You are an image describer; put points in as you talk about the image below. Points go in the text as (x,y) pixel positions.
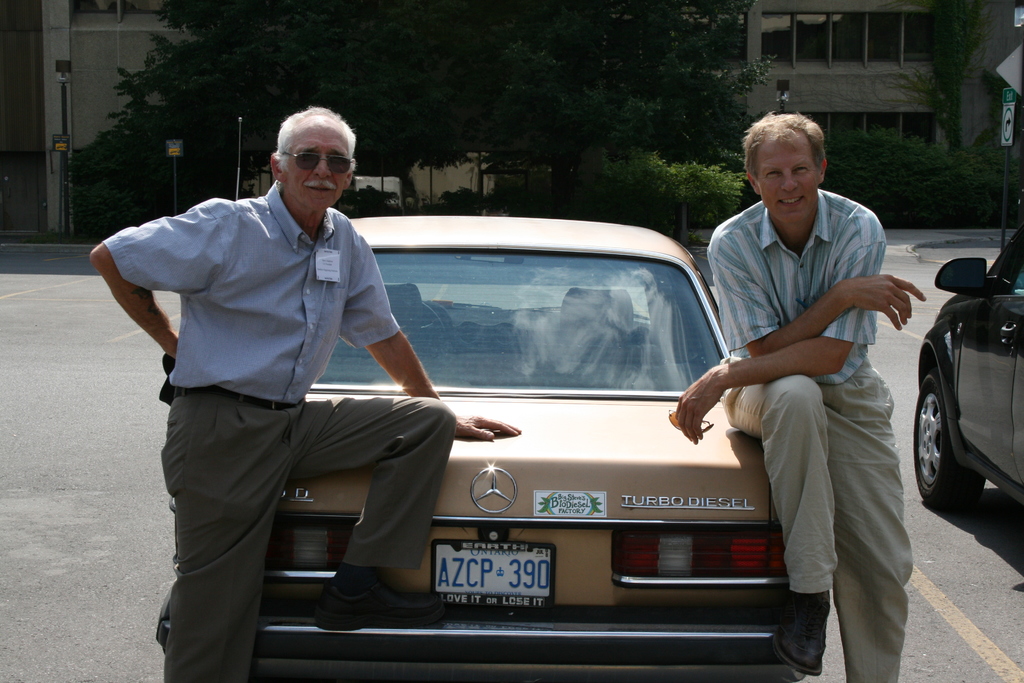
In this picture we can see two cars (685,380), there are two men (792,377) sitting on this car (614,393), in the background (882,80) we can see buildings (844,74), trees (529,100), poles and boards (179,155), on the right side (1005,123) there is a signboard (1014,133).
